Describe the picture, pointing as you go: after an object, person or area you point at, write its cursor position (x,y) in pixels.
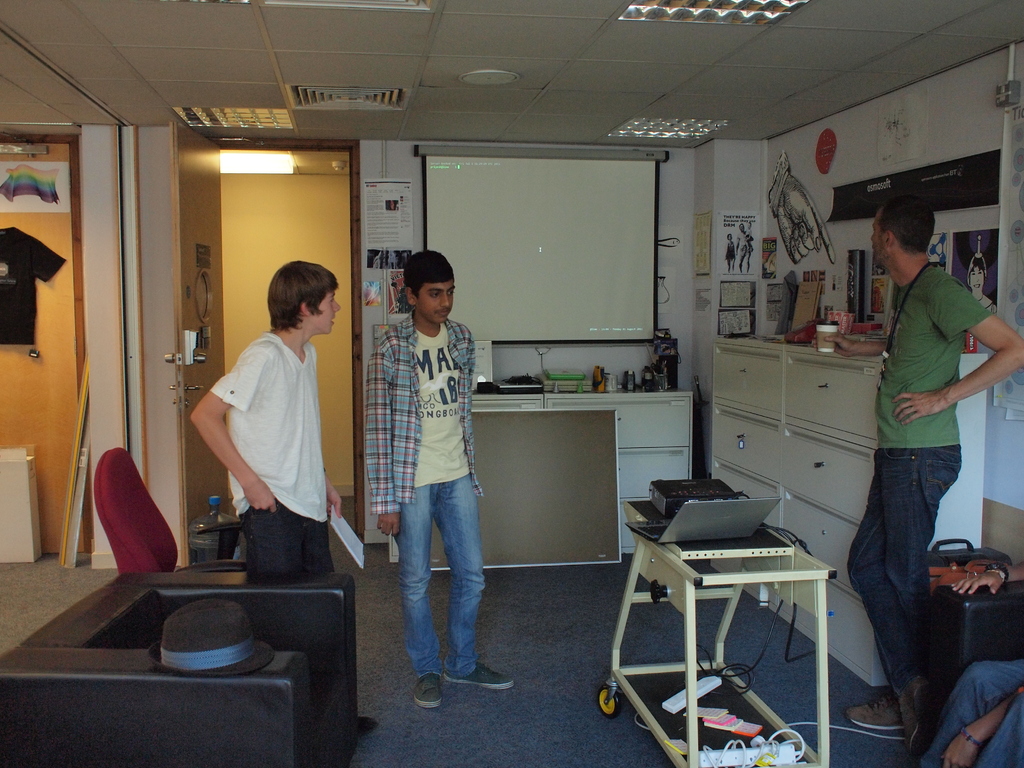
In this image I see 4 persons (1015,334), in which these 3 men (206,438) are standing and this person (955,754) is sitting on a chair (936,599) and there is a table (646,710) over here, on which there is a laptop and few things (757,728) on it and there is a hat (236,613) on this couch (308,634), In the background (599,370) i see a screen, a t-shirt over here, another chair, cupboards (731,368), few things (661,345) on it and papers (748,218) on the wall (385,170) and I see the light (257,111) over here.
